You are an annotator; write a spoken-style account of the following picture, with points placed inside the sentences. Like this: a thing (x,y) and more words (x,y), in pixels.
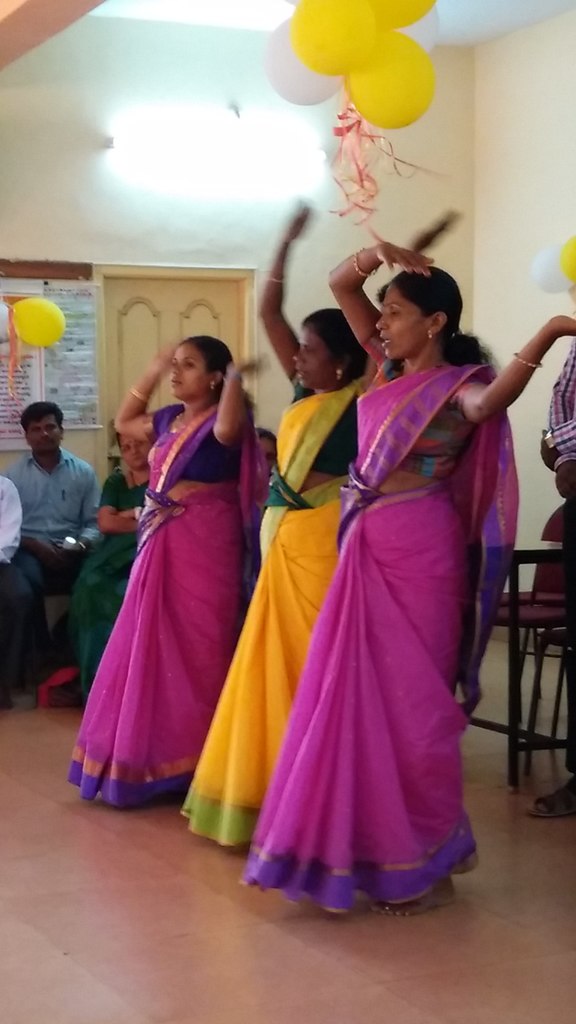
In this image we can see three women (236,423) wearing the saree (251,420) and dancing on the floor (102,923). In the background (1,520) we can see some people (129,483) sitting. We can also see the chair (538,615), bench (547,555), door (211,295), balloons (565,263) and also the posters (50,368) attached to the plain wall (90,253). We can also see the light (247,139) and also the ceiling (489,21).
